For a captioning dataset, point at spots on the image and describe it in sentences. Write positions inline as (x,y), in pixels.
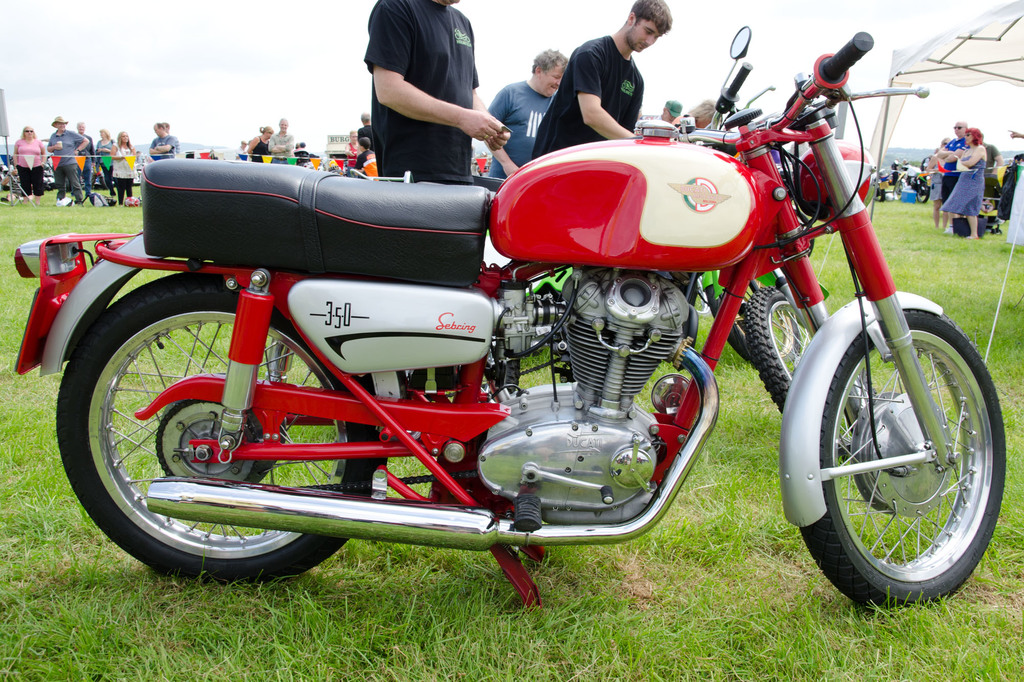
In this picture I can see there is a motorcycle (607,301) parked here, it is in red color and there is grass (52,567) here on the floor (990,295) and there are some people (390,96) here and there are some other people (964,192) here in the backdrop (44,170) and the sky (334,123) is cloudy.
